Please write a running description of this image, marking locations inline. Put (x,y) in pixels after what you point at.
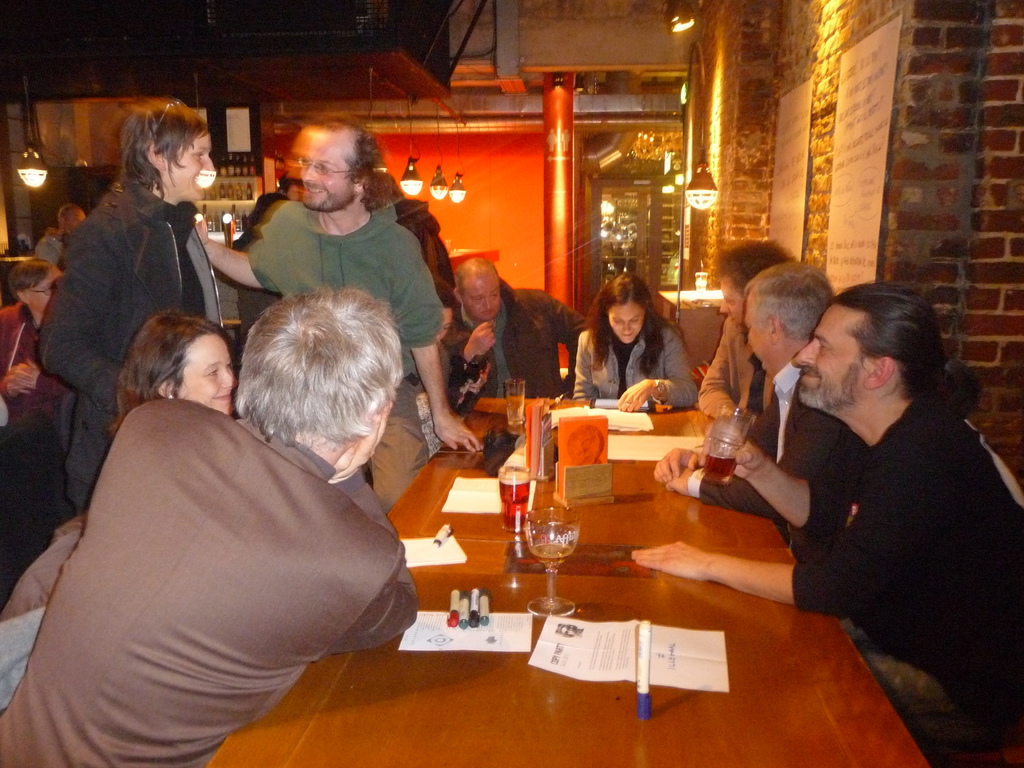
In this image we can see a group of persons (627,302) are sitting on the table (643,537), and in front (625,545) here is the table (681,536) and glasses (553,555) and papers (528,619) and books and some objects (598,489) on it, and here are the two persons (289,290) standing, and at back (751,96) here is the wall (823,69) made of bricks (867,24), and here are the lights (434,187).
